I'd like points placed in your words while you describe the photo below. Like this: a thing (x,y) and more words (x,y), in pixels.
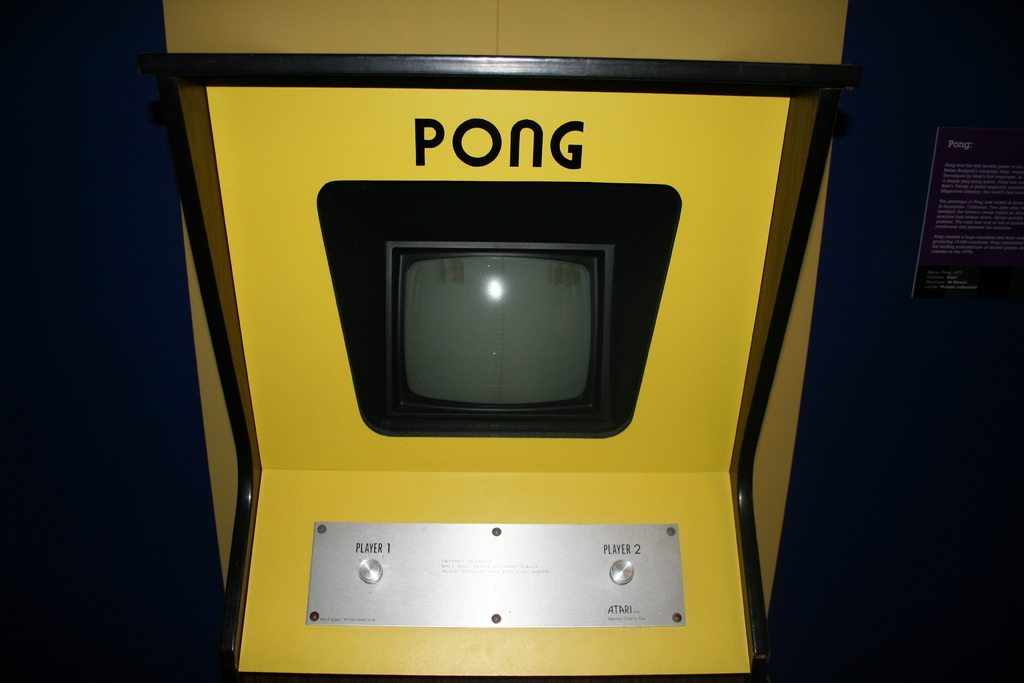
In the center of this picture (351,259) we can see a yellow color pong cabinet (616,472). In the background (845,329) we can see a poster (942,275) attached to the wall (874,225) and we can see the text (960,224) on the poster (957,227).
